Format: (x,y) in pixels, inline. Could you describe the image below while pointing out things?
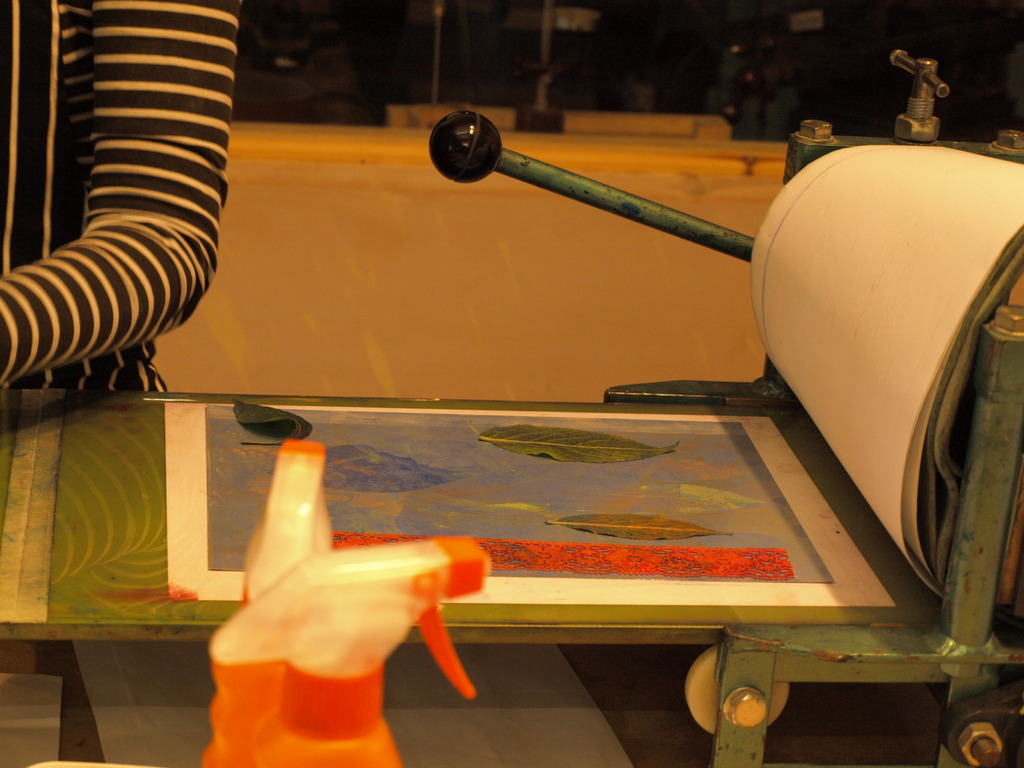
At the bottom of the image (304,687) there is a water sprayer (312,615). In the center of the image (415,452) there is a paper (198,446) on the machine (77,487). In the background of the image (159,371) there is a person (166,233). There is wall (408,182).
